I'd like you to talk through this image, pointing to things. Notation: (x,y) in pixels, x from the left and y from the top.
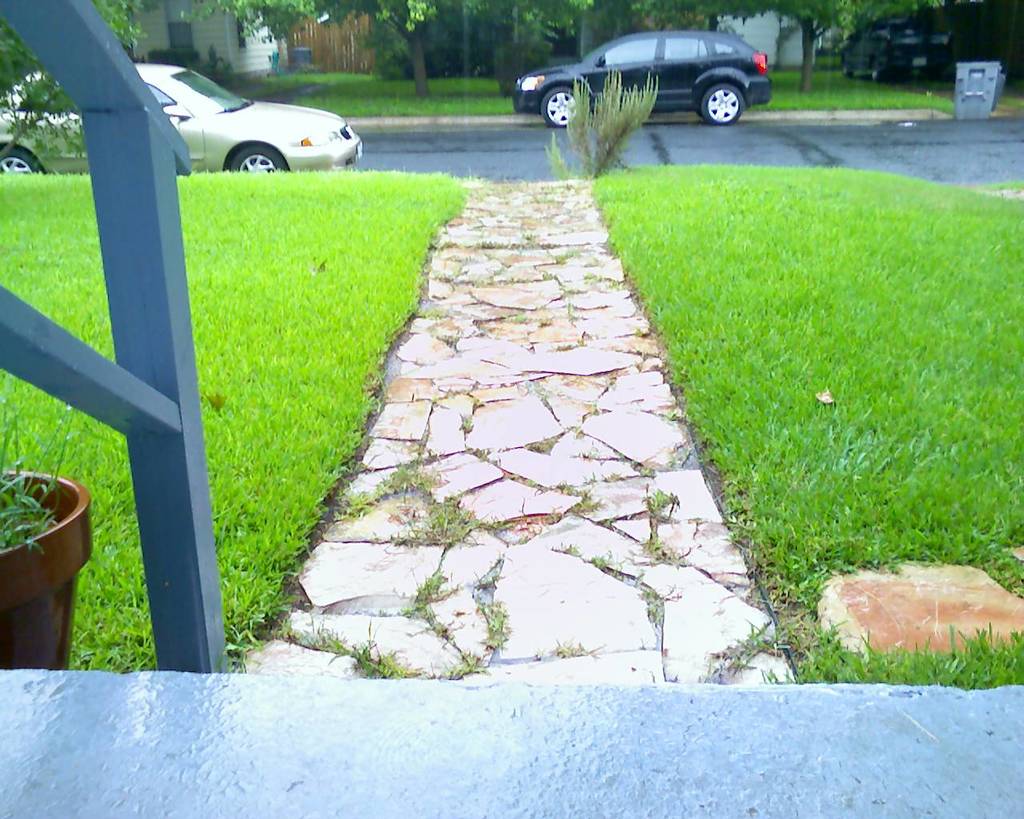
This picture is clicked outside. In the foreground (823,487) we can see the green grass (940,321), metal rods (139,272), potted plant (5,507). In the background (527,105) we can see the cars (890,45) and houses (257,56) and some other objects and we can see the trees (776,11) and plants (585,124).
